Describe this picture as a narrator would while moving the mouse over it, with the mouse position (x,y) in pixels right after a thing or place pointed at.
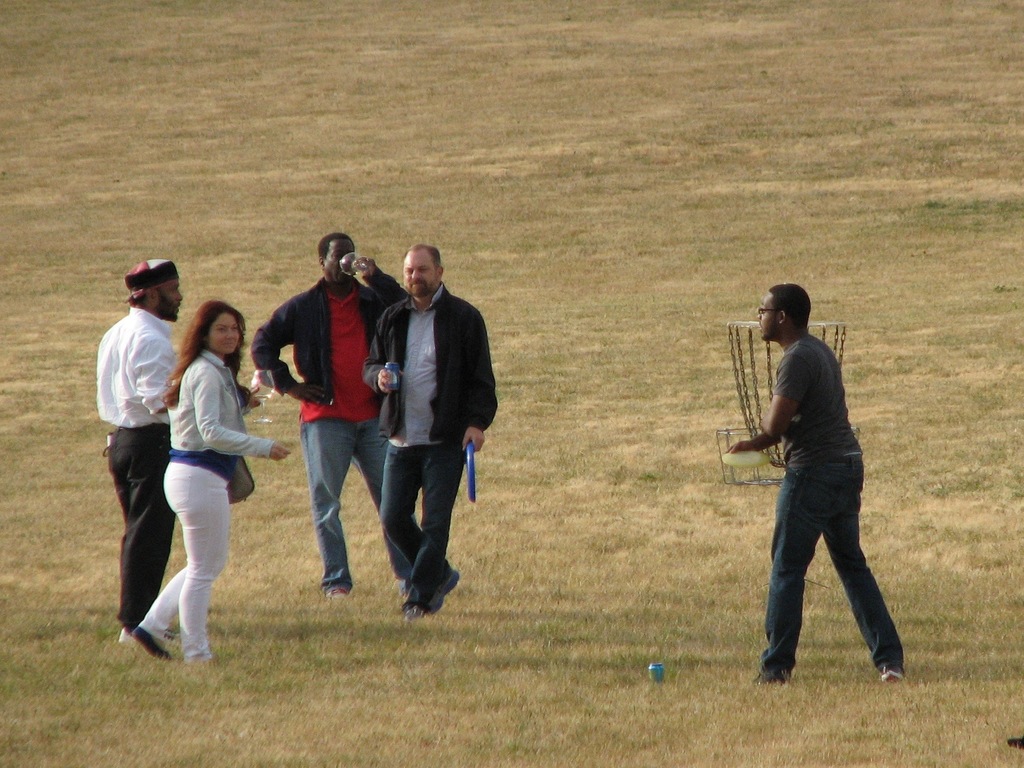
In the image in the center (451,351), we can see a few people (383,448) are standing and holding some objects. In the background (519,394) we can see the grass (489,224).
